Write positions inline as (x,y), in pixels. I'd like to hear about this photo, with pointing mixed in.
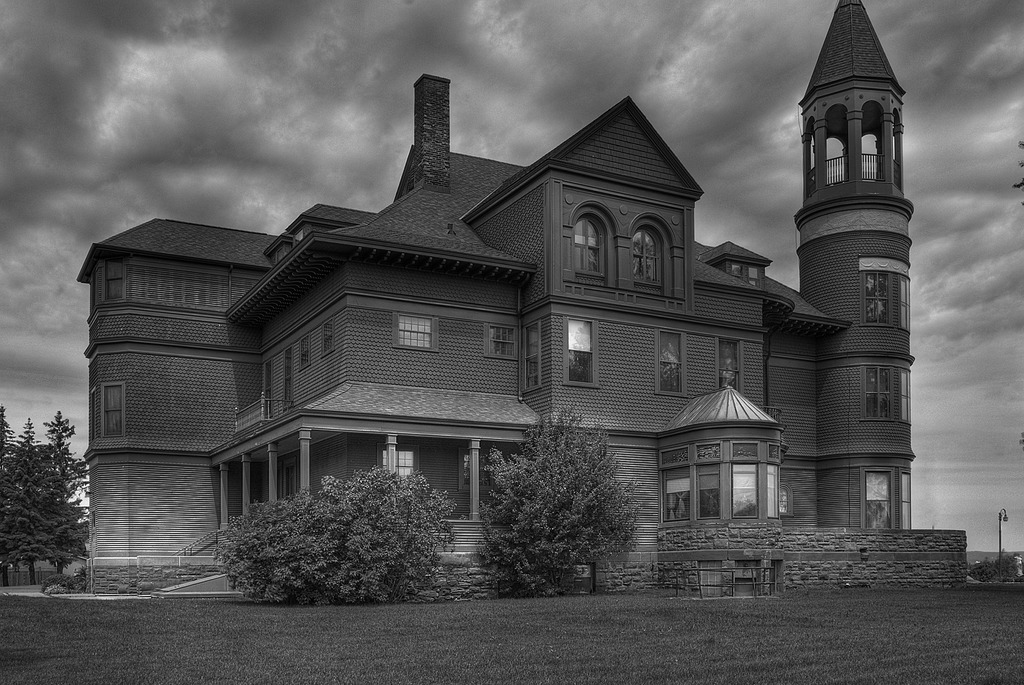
In this image we can see a black and white image of a building (593,329), there are two trees (488,514) and lawn (779,645) in front of the building (463,510), and there are trees (36,519) beside the building (96,513) on the left side (39,474), and there is a light pole (1000,529) on the right (1000,511) and sky (537,62) with clouds (537,62) in the background (697,53).
